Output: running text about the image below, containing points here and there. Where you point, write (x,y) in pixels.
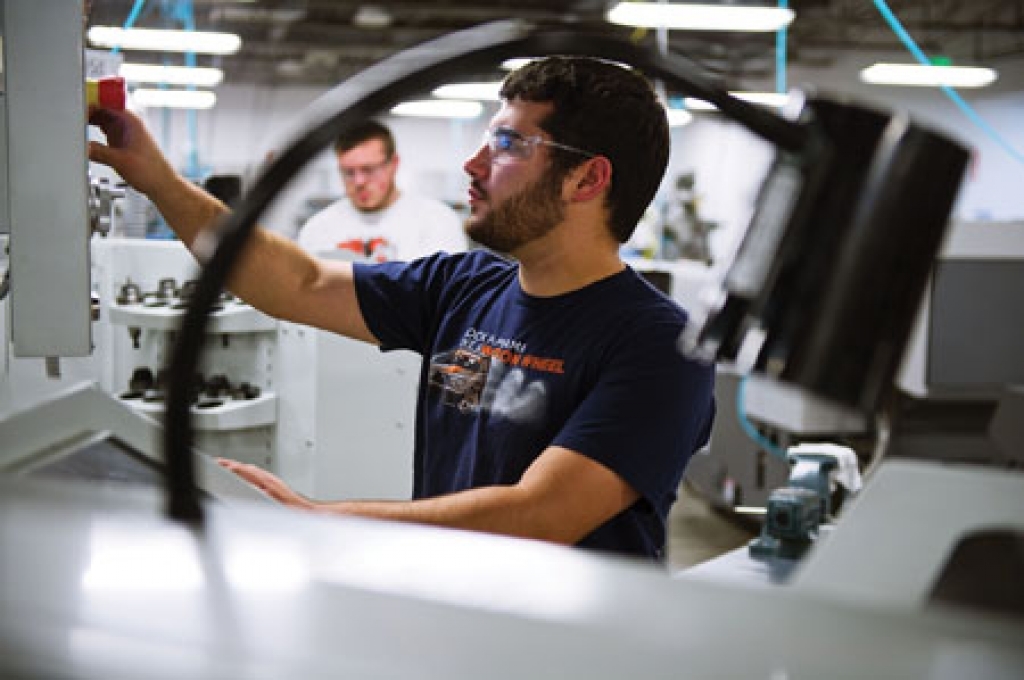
In this picture I can see a man (497,391) operating a machine (37,115) with his hand (100,153) and he wore spectacles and I can see another man (372,226) standing on the side and I can see few lights (174,75).
